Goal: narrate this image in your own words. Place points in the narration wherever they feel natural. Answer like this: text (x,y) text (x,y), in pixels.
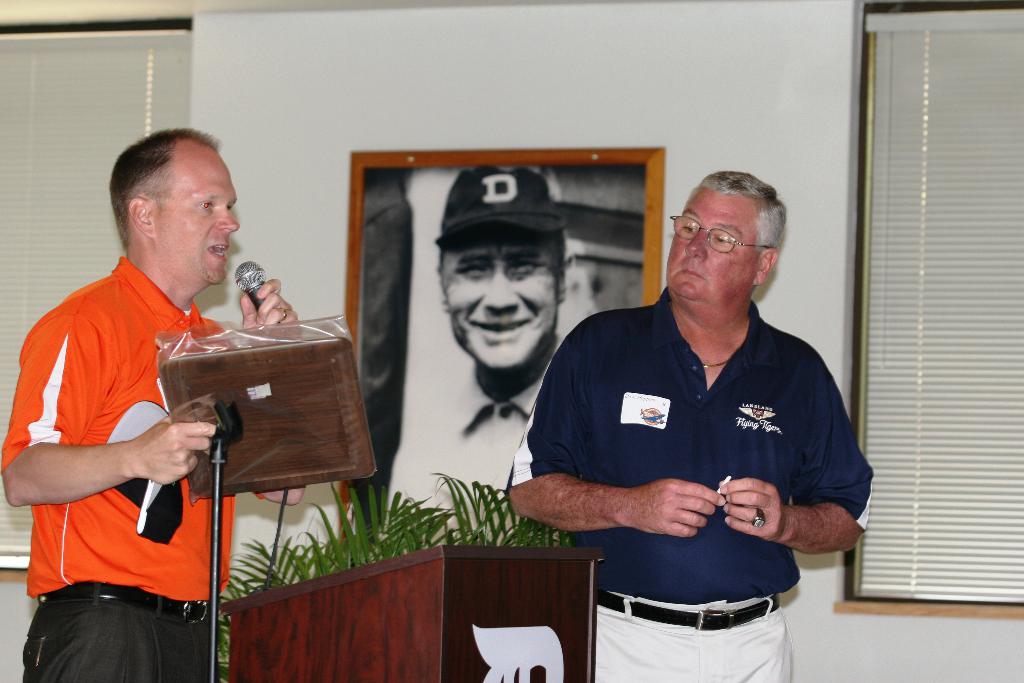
In this image there is a person (153,230) holding an object (254,398) and a mike (239,268). There is a window (90,187) and a wall (299,287) on the left corner (40,175). There is a window (1004,560) on the right corner (943,547). There is a person (629,567), podium (538,570) and a potted plant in the foreground (539,576). There is a photo frame (443,185) on the wall (495,144) in the background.
